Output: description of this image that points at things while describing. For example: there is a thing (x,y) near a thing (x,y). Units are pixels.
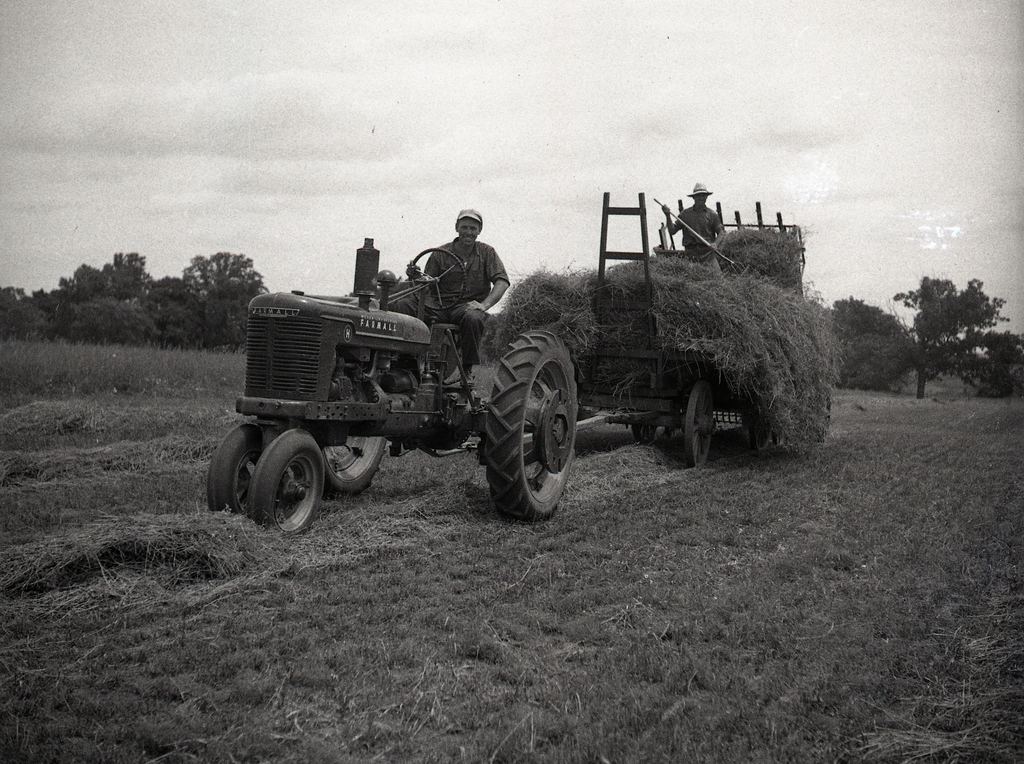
This is a black and white image. In this image we can see a person (479,284) sitting on the seat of a motor vehicle (521,353) and another person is standing on the pile (697,283) of long straw (617,275). In the background (334,234) we can see trees (130,335), grass (786,450) and sky (369,138) with clouds (688,128).
